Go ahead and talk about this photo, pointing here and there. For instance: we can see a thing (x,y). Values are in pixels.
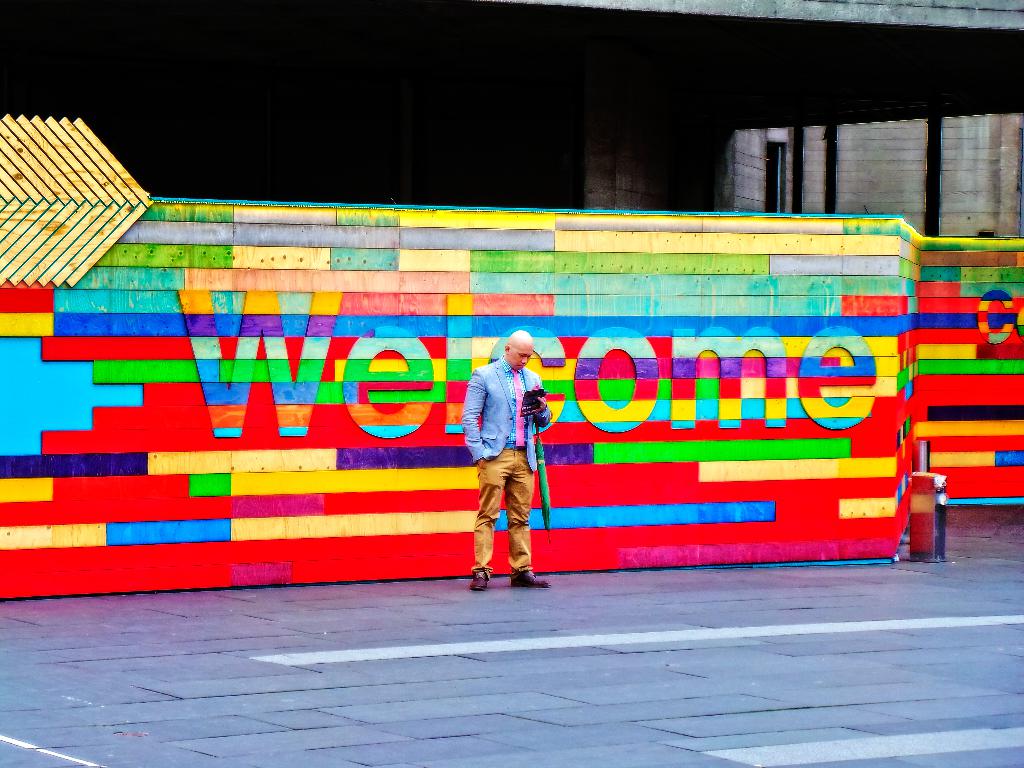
In this image, we can see a person (500,474) in front of the wall (483,287). This person (485,437) is standing and wearing clothes (531,566). There is a colorful text (222,434) on the wall (708,296). There is a building (865,117) in the top right of the image (947,109).
